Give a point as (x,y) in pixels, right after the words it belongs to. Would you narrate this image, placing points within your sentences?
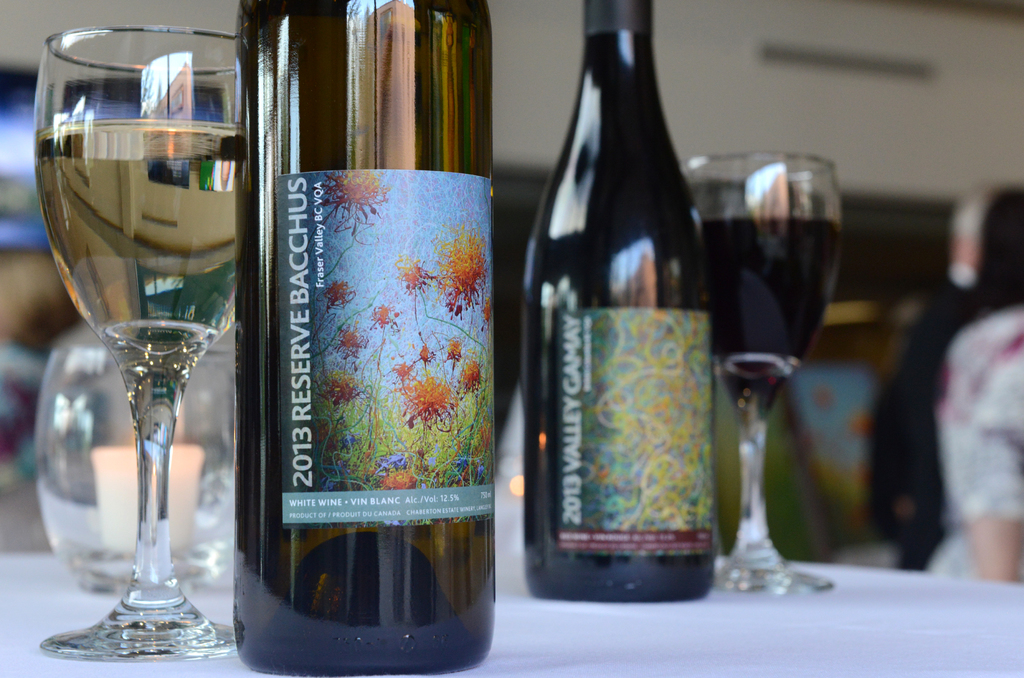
These are bottles (674,445) and glasses (775,362), this is human hand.
